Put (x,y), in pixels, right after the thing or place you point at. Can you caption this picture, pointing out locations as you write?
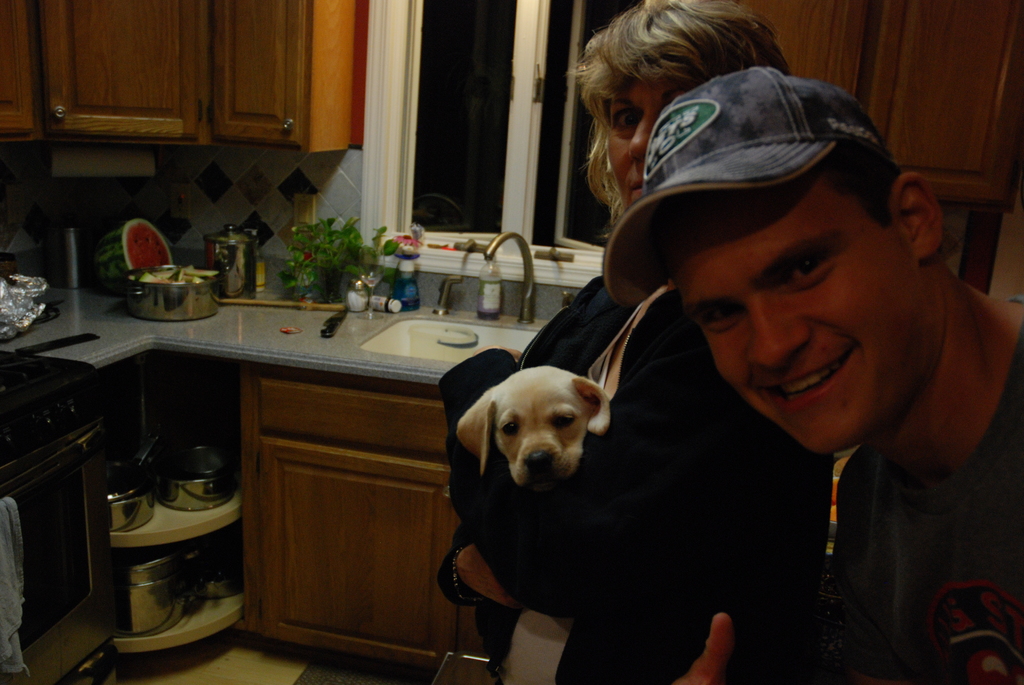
In this image i can see a man (798,218) and a woman (674,38) standing, the woman (640,454) is holding a dog (550,420). In the background (427,338) i can see a kitchen countertop (261,339), a sink (451,349), a tap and a window (504,118).
